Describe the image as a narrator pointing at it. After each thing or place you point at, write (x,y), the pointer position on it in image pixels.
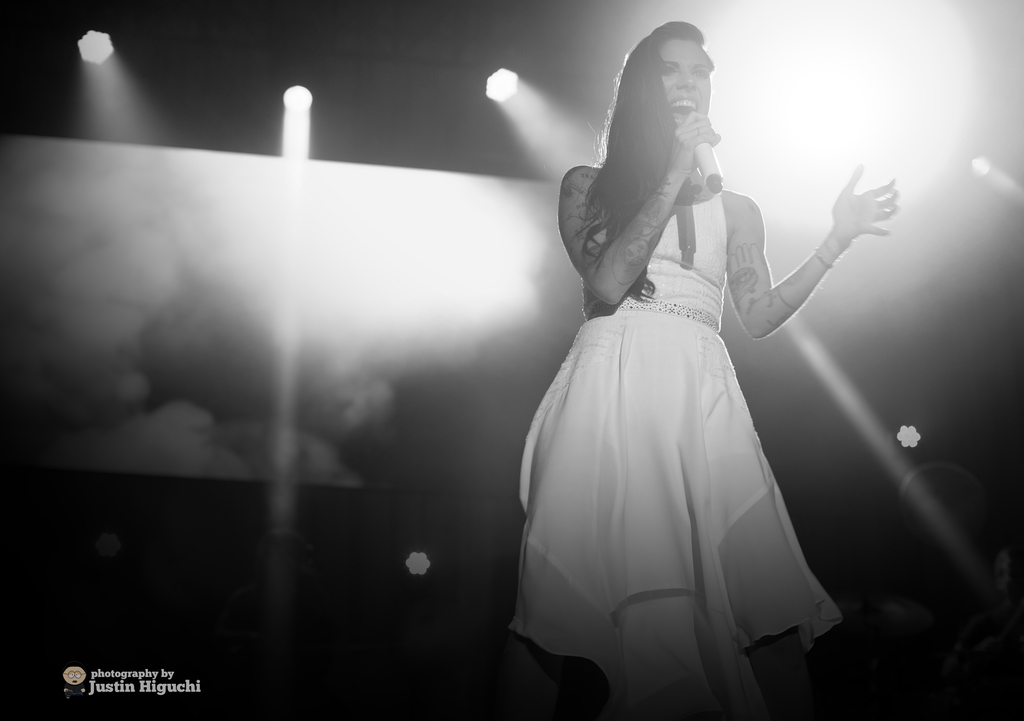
In this picture we can see a woman (709,377) is standing and holding a microphone (708,186), in the background (106,42) there are some lights (88,43), we can see some text (148,688) at the left bottom (146,689), it is a black and white image.
